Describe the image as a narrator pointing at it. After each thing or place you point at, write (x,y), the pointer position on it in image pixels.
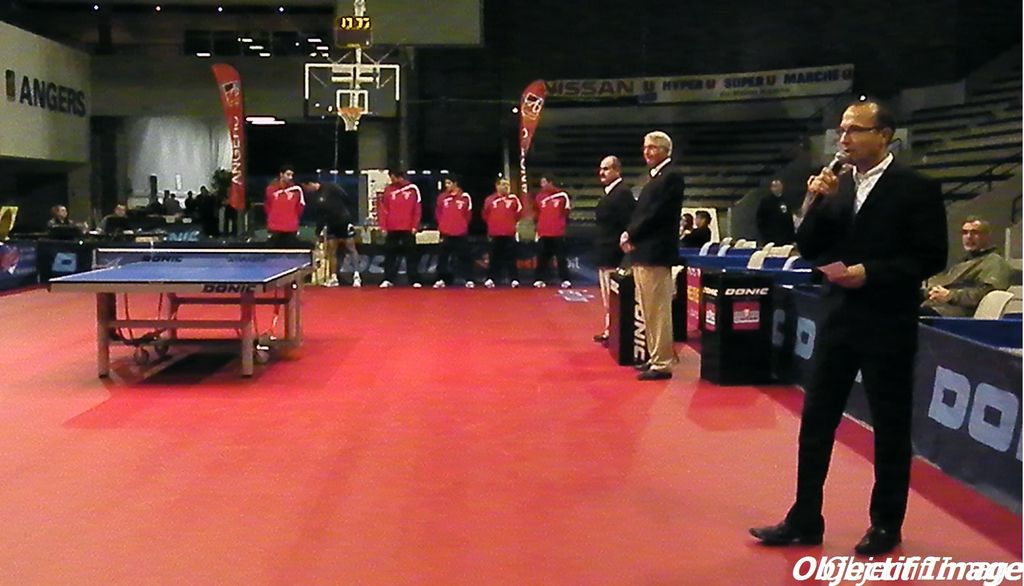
In this image there is a TT table (188,280) in the middle of the stage (318,406), beside that there are so many people (663,224) standing in the line also there is a man (841,389) speaking in the microphone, behind him there are some people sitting in chairs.
